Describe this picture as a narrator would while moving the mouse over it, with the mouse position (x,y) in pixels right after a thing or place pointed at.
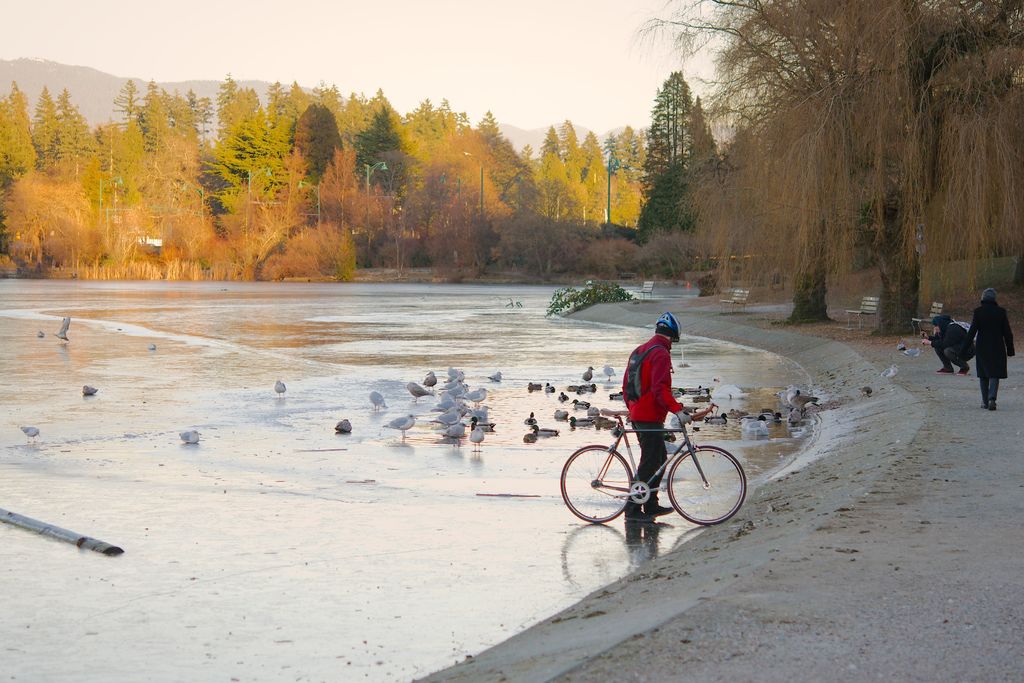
In this image there is a person (660,438) with bicycle (660,473) is present on the surface of the water (450,575). There are many birds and also trees (759,200) visible in this image. Image also consists of benches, poles (606,172) and a mountain (101,115). On the right (998,321) there are two persons (971,349) present on the ground (893,608). Sky (597,106) is also visible.
